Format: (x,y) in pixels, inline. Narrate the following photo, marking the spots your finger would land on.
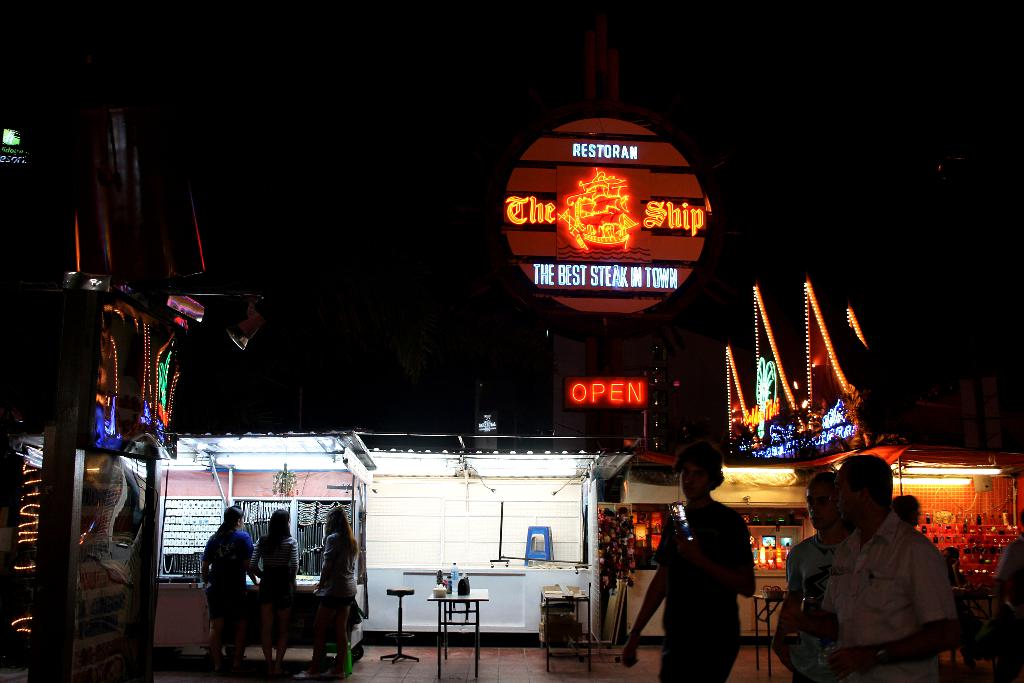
This is an image clicked in the dark. On the right side (701,614), I can see three men (842,598) are walking towards left side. In the background (191,510), I can see a shed (497,495) which is looking like a food court (492,524). There are three women (275,564) are standing in front of that. On the left side (70,558), I can see a pole (56,517). On the top of the image (605,196) I can see a board (620,233) with some lights (603,225) and text (638,276).
